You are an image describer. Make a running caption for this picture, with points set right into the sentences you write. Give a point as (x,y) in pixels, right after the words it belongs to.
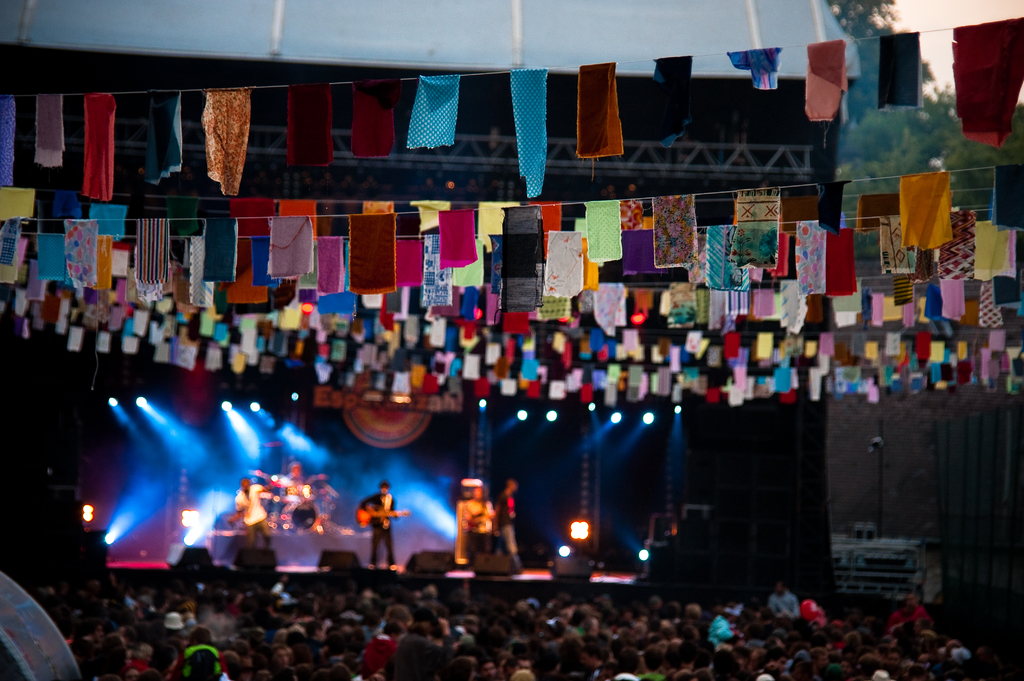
In this picture we can see a group of people (390,668) and few people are on the stage (627,521), here we can see musical instruments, lights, clothes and some objects (667,545) and in the background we can see trees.
